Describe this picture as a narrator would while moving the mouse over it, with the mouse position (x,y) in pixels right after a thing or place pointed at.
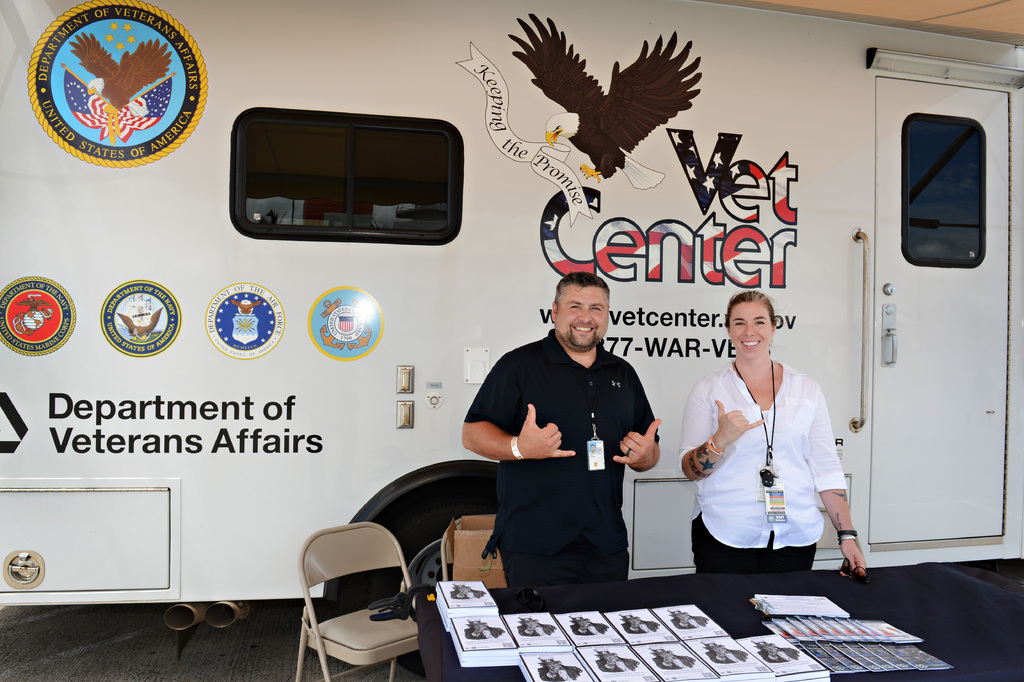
In the center of the image (599,377) we can see a man (624,519) and a lady (794,444) standing and smiling, before them there is a table (704,585) and we can see books (612,628) placed on the table (488,670). There are chairs (358,658) and we can see a cardboard box (484,573). In the background (550,312) there is a door (958,332) and we can see a board (711,231).
